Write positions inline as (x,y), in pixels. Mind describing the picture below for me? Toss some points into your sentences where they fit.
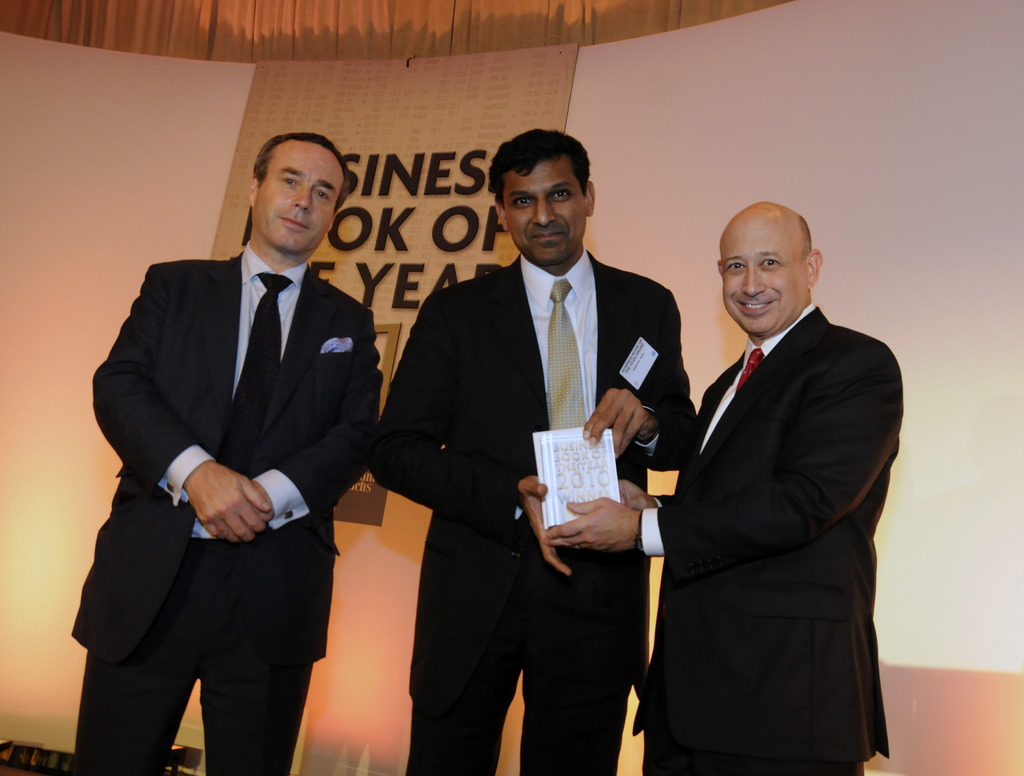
In this image there are three people (867,388) standing, and two people (397,486) are holding a book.
